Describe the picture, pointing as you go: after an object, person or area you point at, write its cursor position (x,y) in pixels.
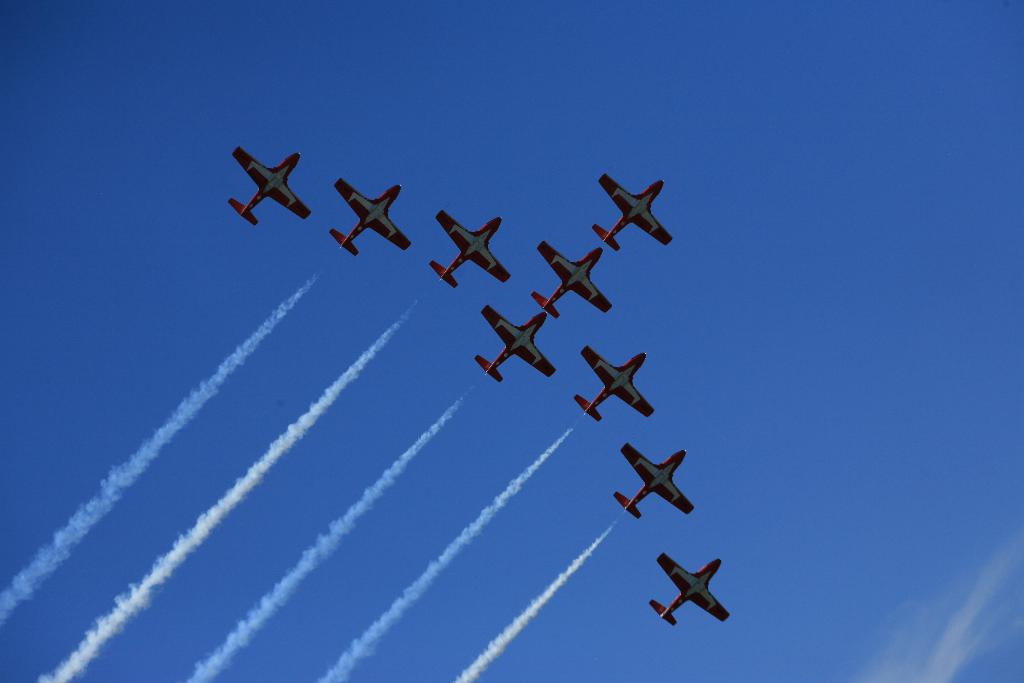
In this image we can see some airplanes (453,227) in the air (651,557). In the background (765,255) sky (783,266) is visible.
